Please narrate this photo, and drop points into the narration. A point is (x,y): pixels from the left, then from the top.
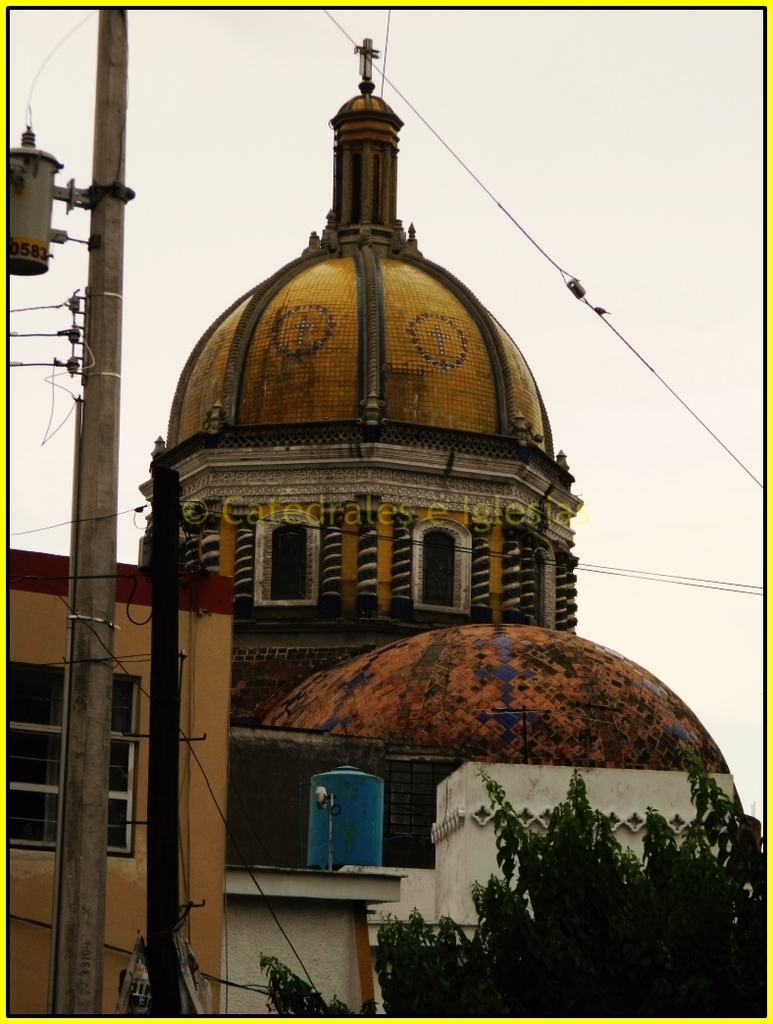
In this picture I can see buildings (437,549), a tree (574,821), couple of poles (85,960) and a cloudy sky (418,219).
